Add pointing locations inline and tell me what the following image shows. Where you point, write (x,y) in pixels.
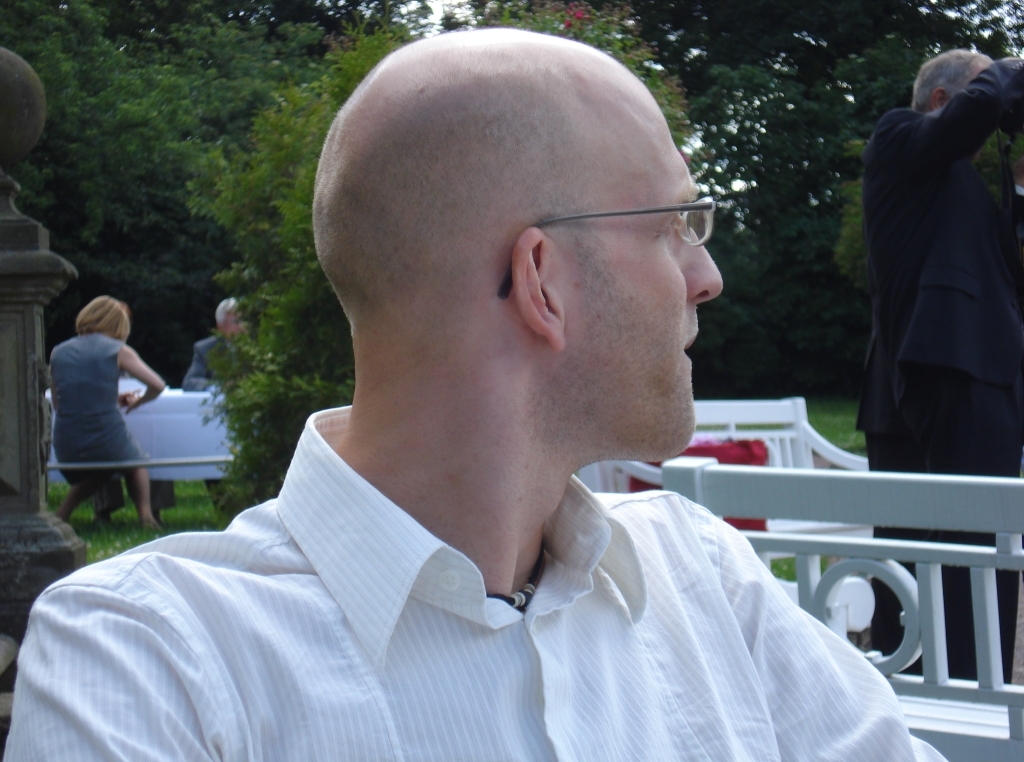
In the picture we can see a man (338,634) looking beside and he is in a white shirt (721,676) and beside him we can see a part of the railing (858,548) and some chairs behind it and a man (923,127) standing and in the background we can see two people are sitting near the table (142,383) and behind them we can see the trees (235,39).
